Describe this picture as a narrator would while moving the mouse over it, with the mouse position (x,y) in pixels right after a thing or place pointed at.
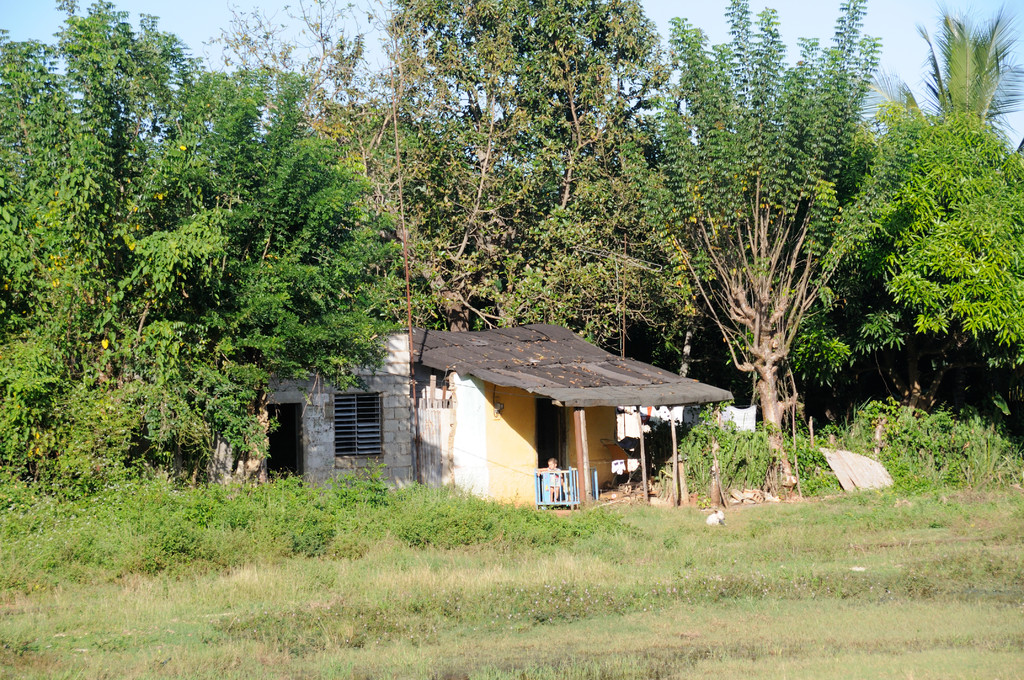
In the image there is a small house (496,444), around that house (449,399) there is a lot of greenery (32,155).
